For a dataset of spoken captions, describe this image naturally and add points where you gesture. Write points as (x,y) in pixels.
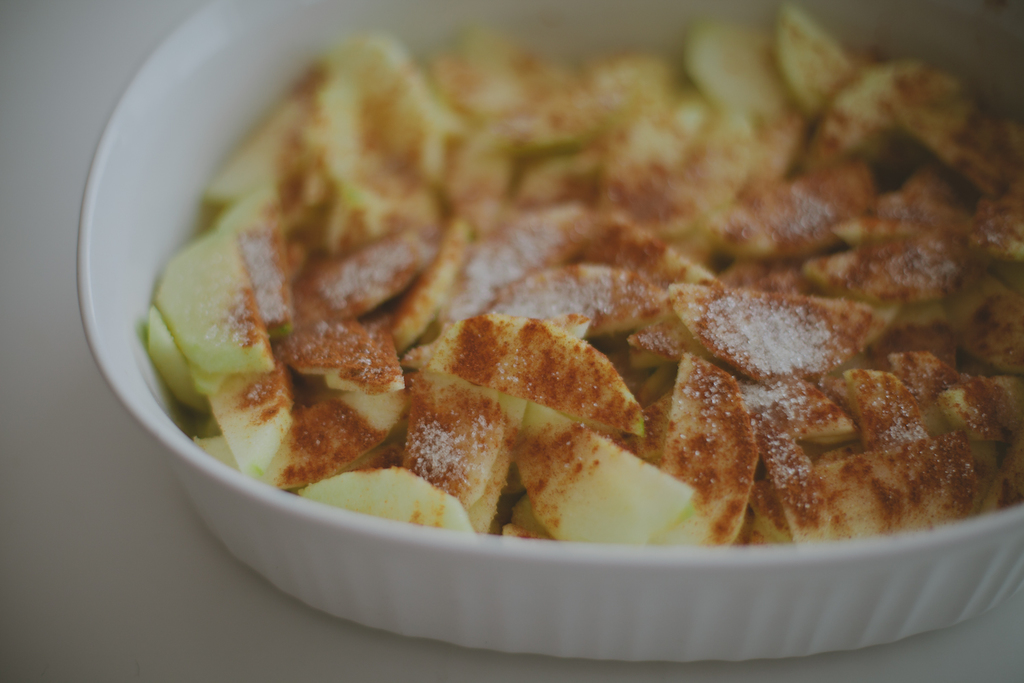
In this image we can see the food (647,366). There is a white plate (494,592) in the image. We can see the white plate (532,588) is placed on the white surface (114,594).
